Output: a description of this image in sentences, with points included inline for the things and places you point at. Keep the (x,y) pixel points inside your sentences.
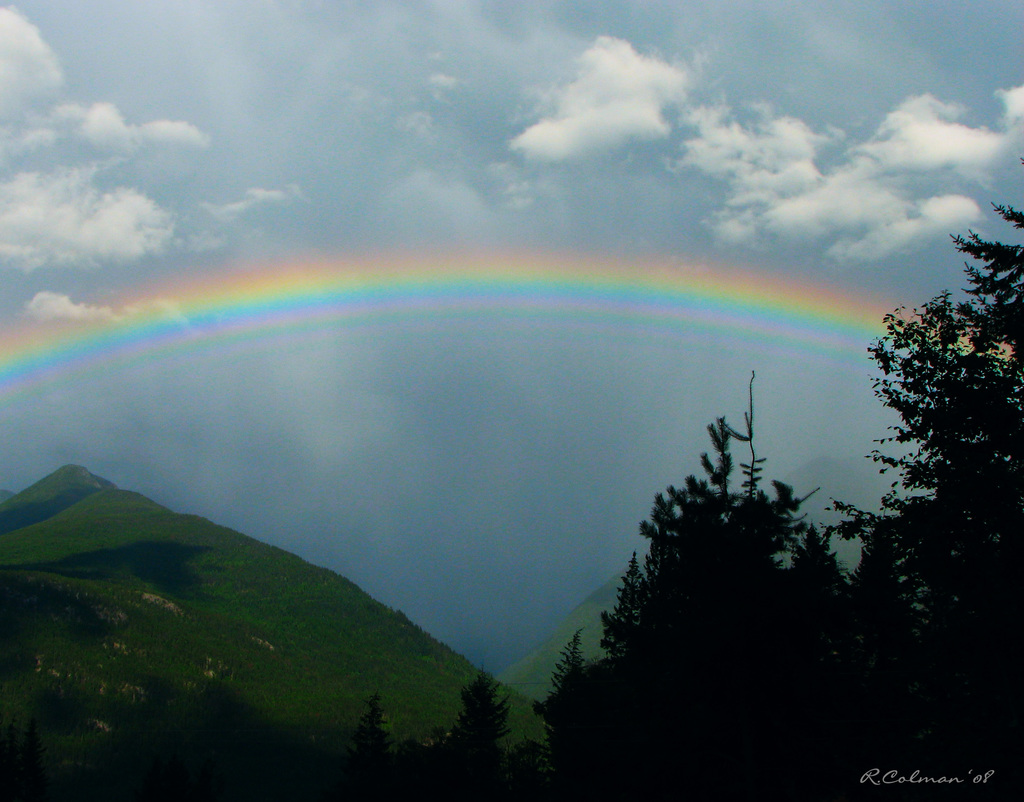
In this image, we can see hills (243,636) and trees (822,633). At the top (529,266), there is a rainbow (635,295) in the sky (689,195) and we can see clouds (787,156).
